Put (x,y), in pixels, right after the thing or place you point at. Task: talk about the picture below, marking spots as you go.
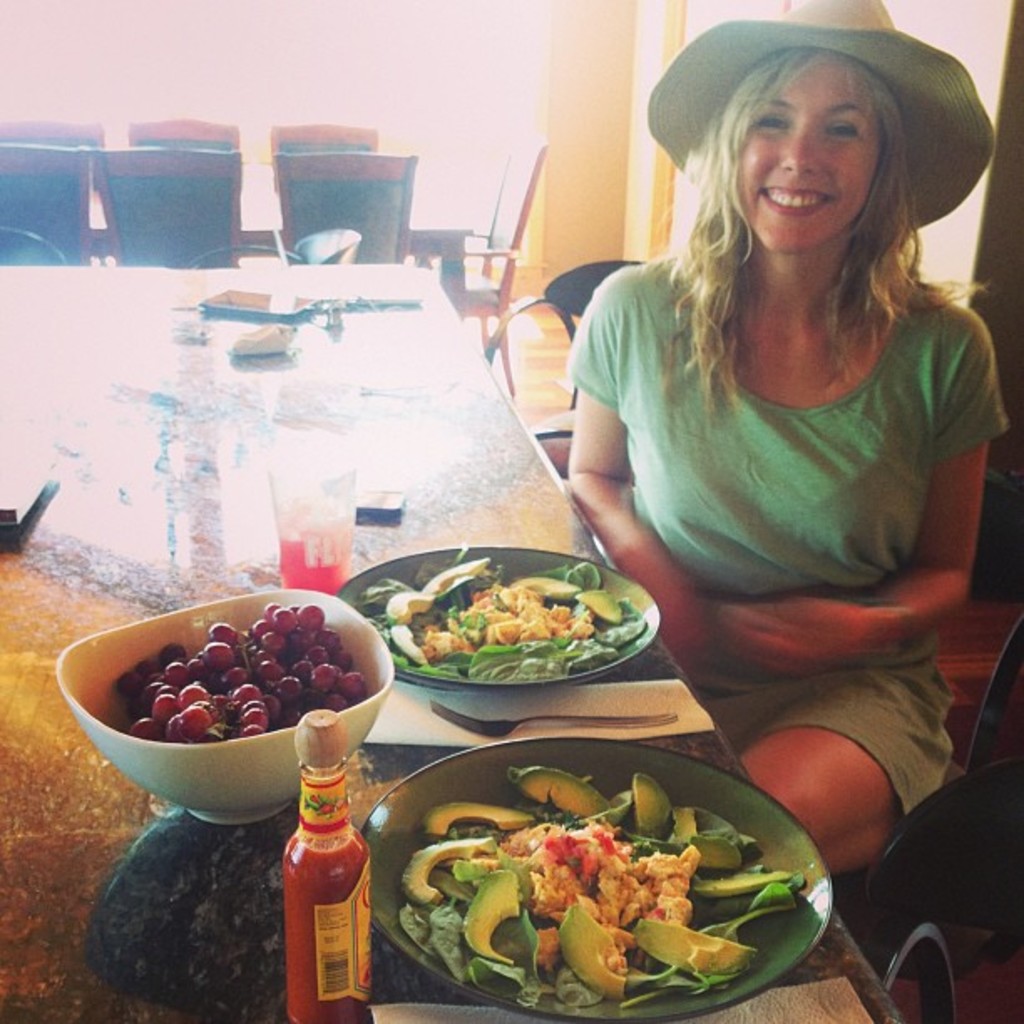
In the picture we can see a woman (911,504) sitting in the chair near the table (447,490) on it we can see some food items (519,663) in the plates (425,958) and beside it we can see a bowl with grapes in it and beside it we can see a sauce bottle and woman (797,112) is in green T-shirt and wearing a hat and she is smiling and in the background (20,218) we can see some chairs (350,188) and table (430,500).
